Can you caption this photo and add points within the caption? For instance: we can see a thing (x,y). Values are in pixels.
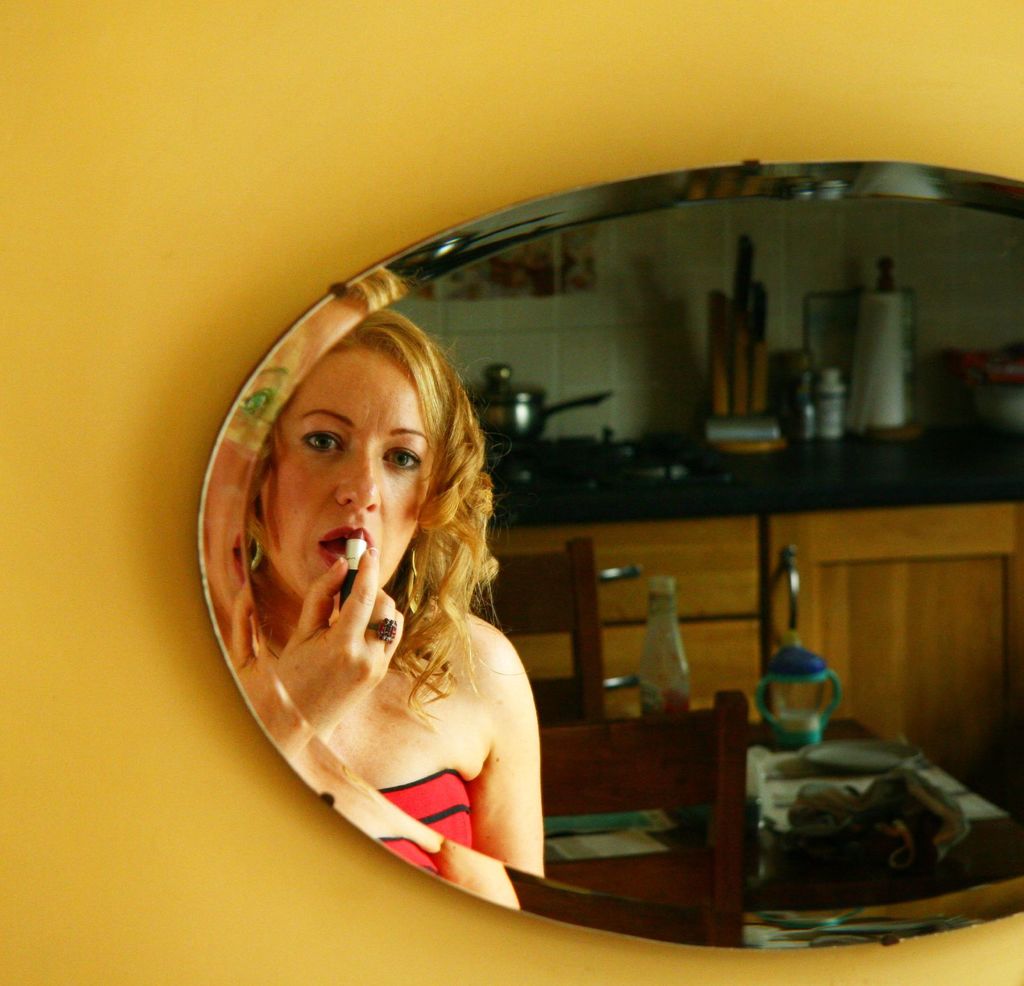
In this image we can see a mirror (611,499) on a wall (222,738). We can also see the reflected image (484,748) of a woman (394,706) holding a lipstick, a table (669,836) containing a bottle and some objects (789,816) on it, a chair (609,741), a cupboard (556,541) containing some objects (745,448) on it and a wall (653,356).
